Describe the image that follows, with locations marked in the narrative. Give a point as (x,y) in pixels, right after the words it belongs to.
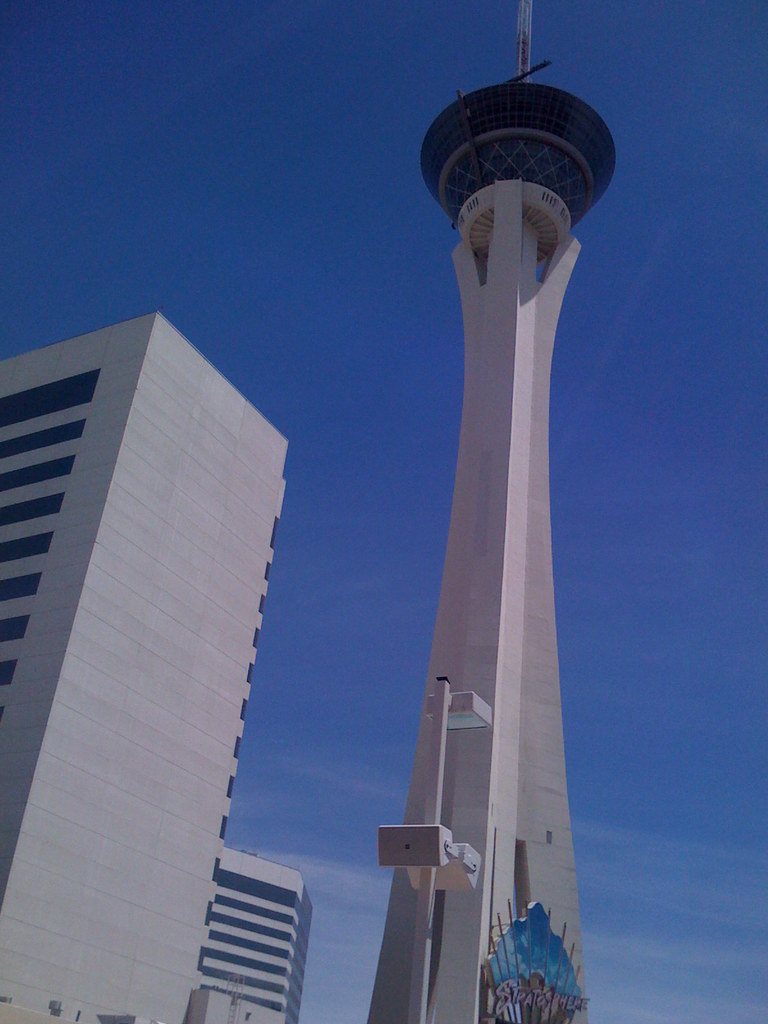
In this image we can see a tower (494,412) on which there is observation deck (517,142) and buildings (177,813) top of the image (166,181) there is clear sky (251,100).
